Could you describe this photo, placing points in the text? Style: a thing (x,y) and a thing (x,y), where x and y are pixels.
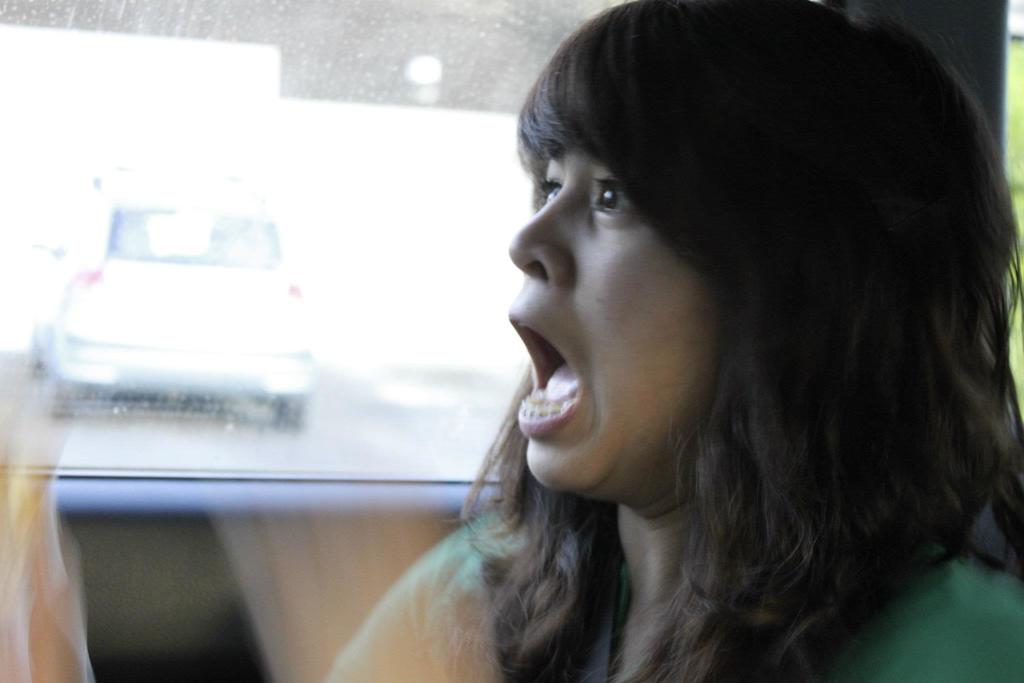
In this picture we can see a woman (761,437) inside of a vehicle (180,552) and in the background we can see a car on the road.
